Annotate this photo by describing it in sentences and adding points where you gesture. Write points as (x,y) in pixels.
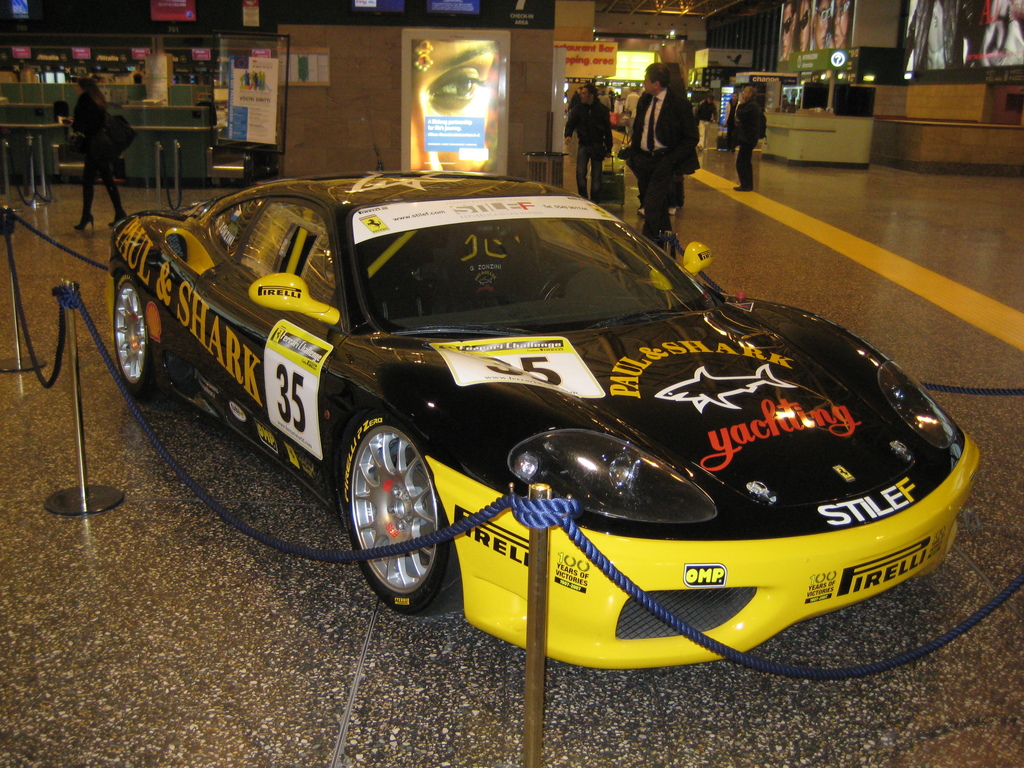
In the center of the image (435,427) we can see a car (366,389) and poles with ropes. And we can see some text (894,577) on the car (602,479). In the background (390,162), there is a wall (397,108), screens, few people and a few other objects (10,95).
